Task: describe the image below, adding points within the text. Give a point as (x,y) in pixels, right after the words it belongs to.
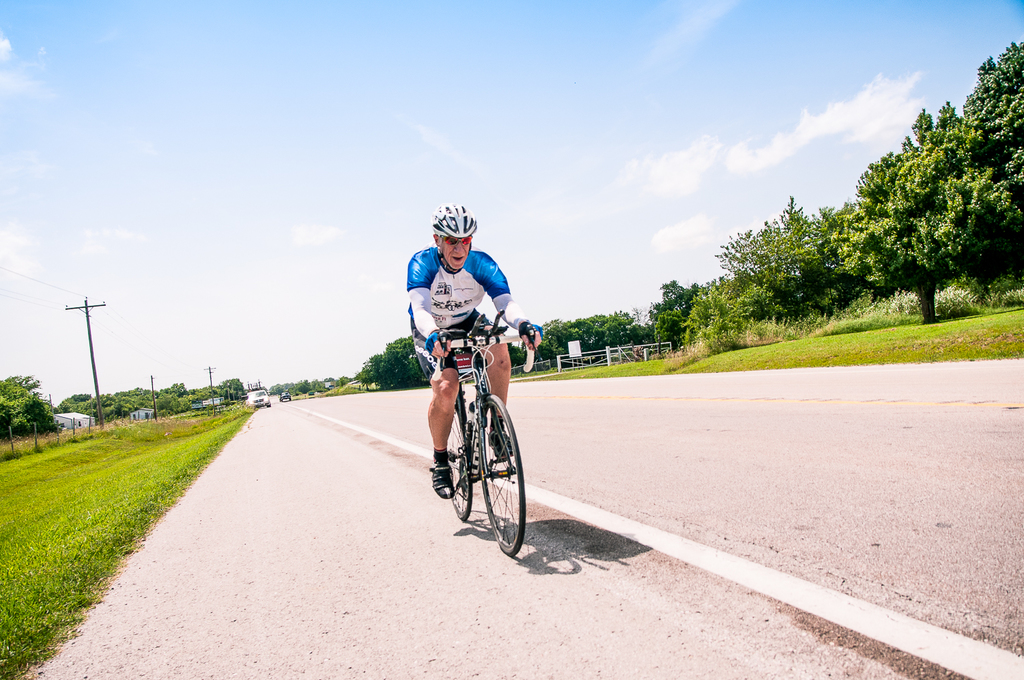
In the image there is a man (446,415) riding a cycle (488,387) on the road (327,493) and behind the man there are vehicles (264,389) and around the road (339,554) there is grass (764,327), trees (719,289) and poles (208,371).
